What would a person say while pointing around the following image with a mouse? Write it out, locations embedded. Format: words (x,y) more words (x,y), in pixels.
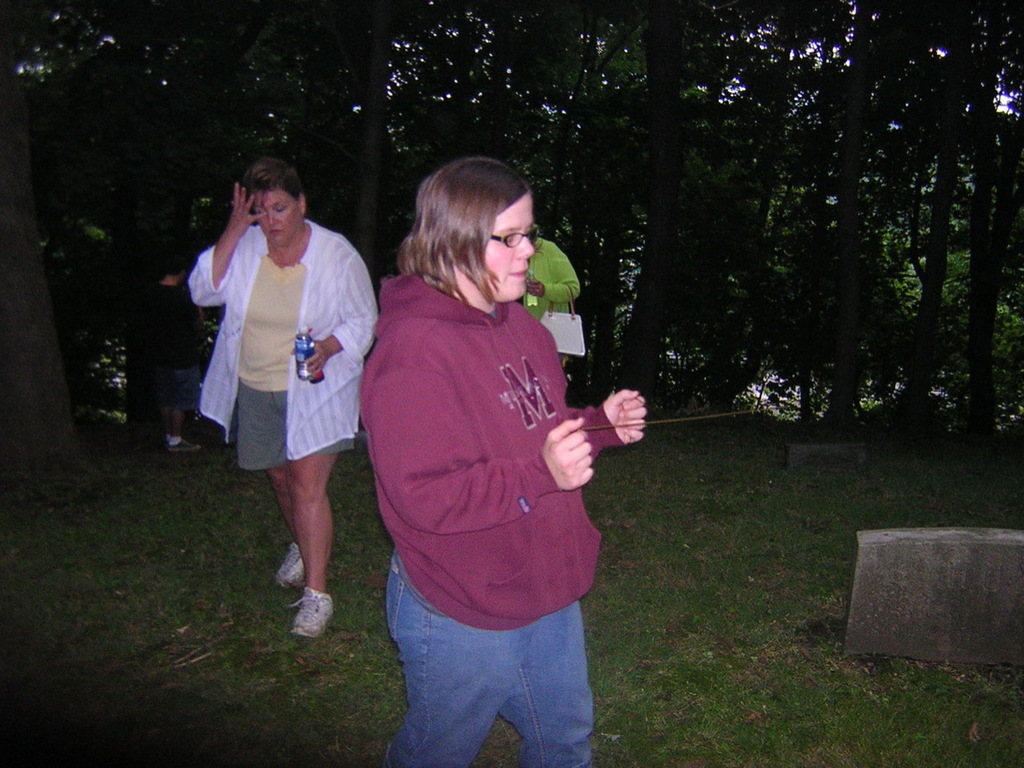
In this image we can see some people (522,383) standing on the ground (609,512). In that a woman (318,459) is holding a bottle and the other is carrying a bag (578,316). We can also see some grass (268,556) and a group of trees (665,287).
